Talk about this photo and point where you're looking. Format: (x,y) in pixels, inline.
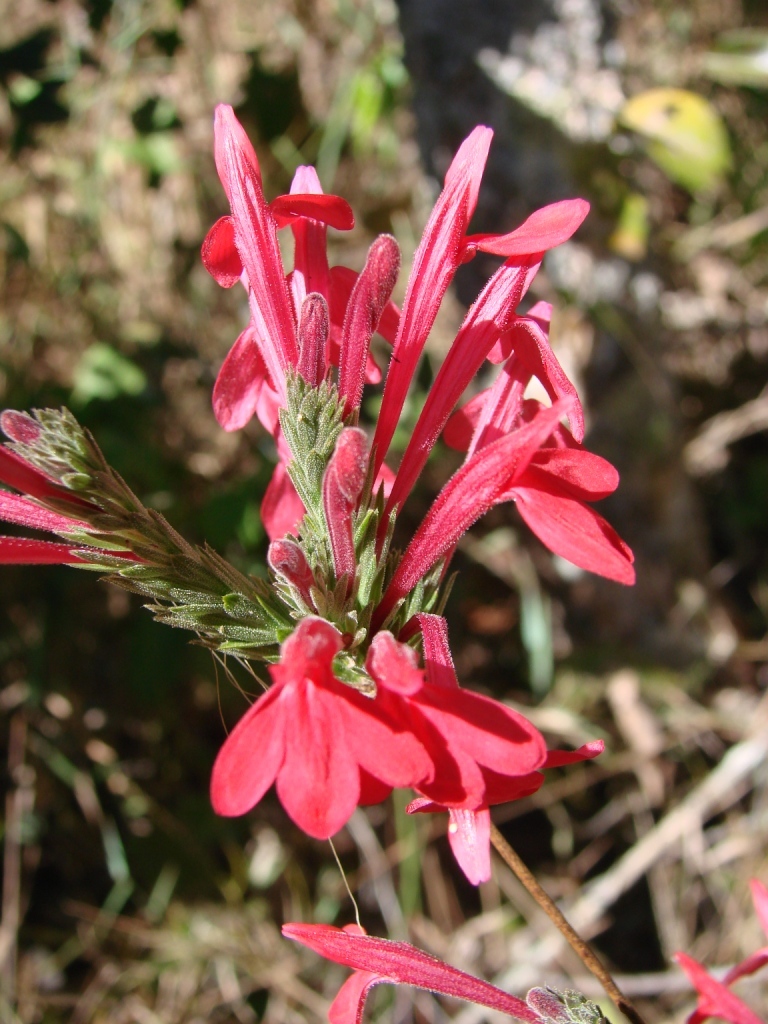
In this image we can see a bunch of flowers (514,467) and some buds (302,584) to the stem (339,636) of a plant (483,806).
